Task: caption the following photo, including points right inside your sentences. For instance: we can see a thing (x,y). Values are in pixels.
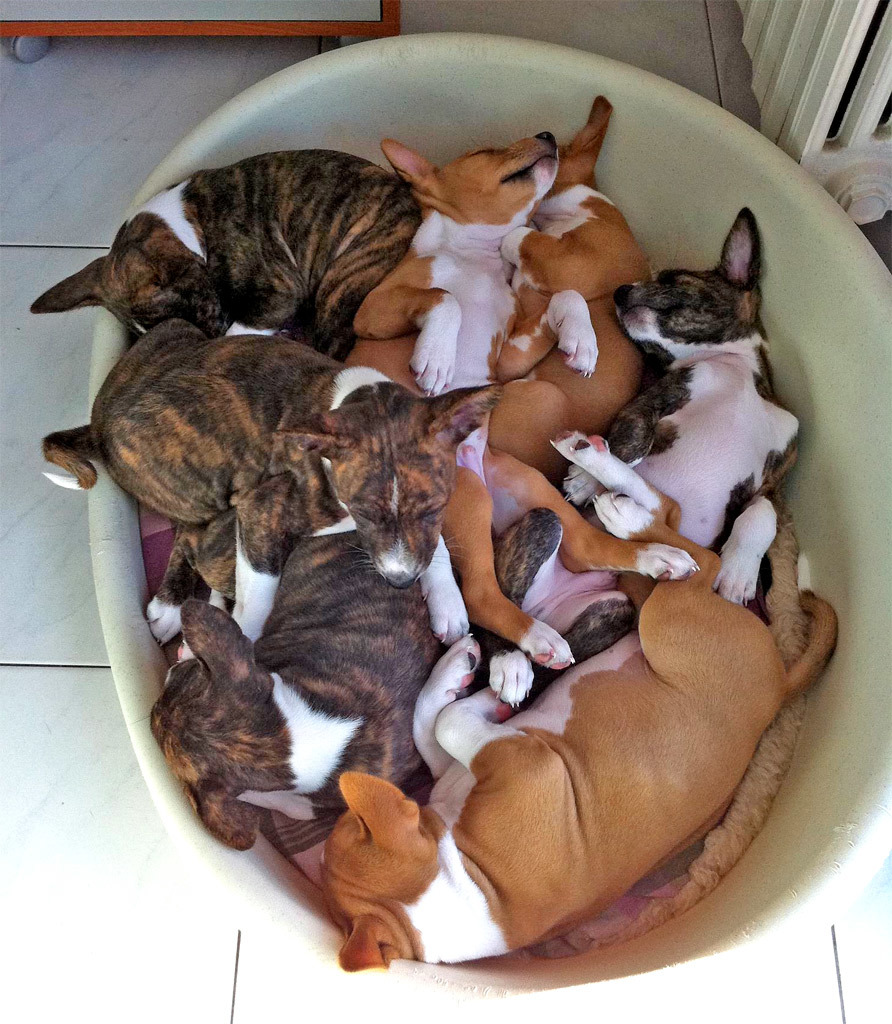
In this image, we can see a dogs (658,569) are sleeping in a tub (852,239). Here there is a floor (43,747) and object (101,35) with wheels (18,56).
